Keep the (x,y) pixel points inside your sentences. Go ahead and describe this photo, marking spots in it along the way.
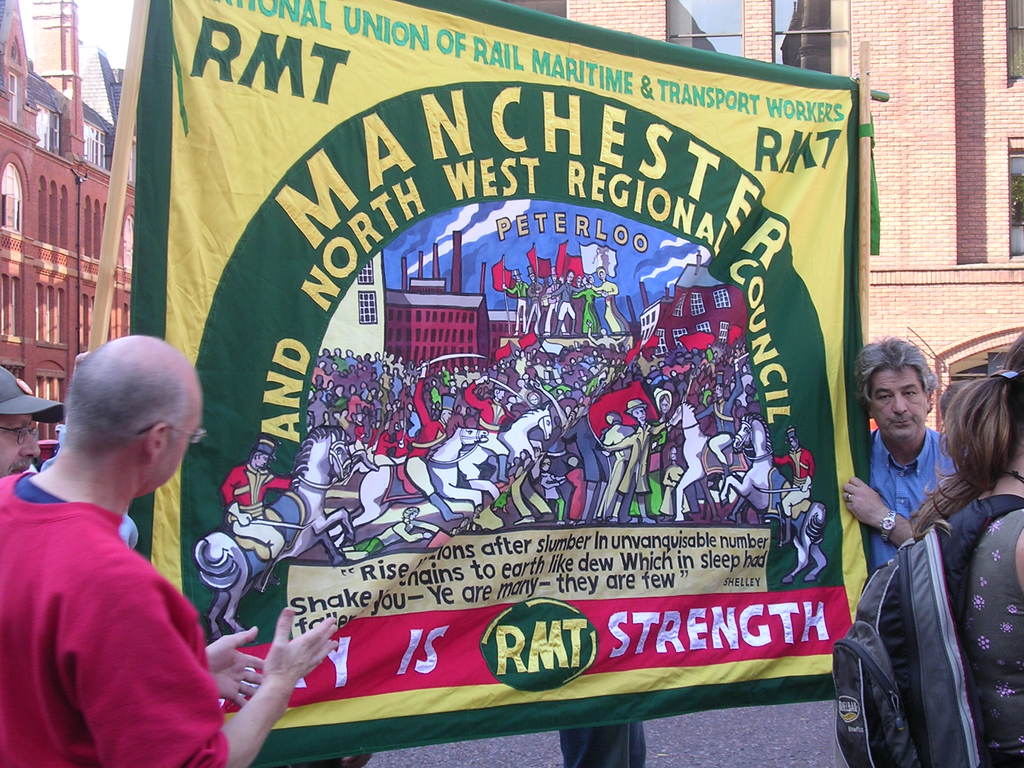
In this image in the center (472,497) there is a banner (439,356) with some text (539,176) and images (552,328) on it. On the left side (105,558) there is a man (75,581) standing and on the right side (970,605) there is a woman (969,592) standing and wearing a bag (908,659). In the center (560,491) there are persons (890,464) holding a banner (730,421) and in the background (926,67) there are buildings (764,55).
